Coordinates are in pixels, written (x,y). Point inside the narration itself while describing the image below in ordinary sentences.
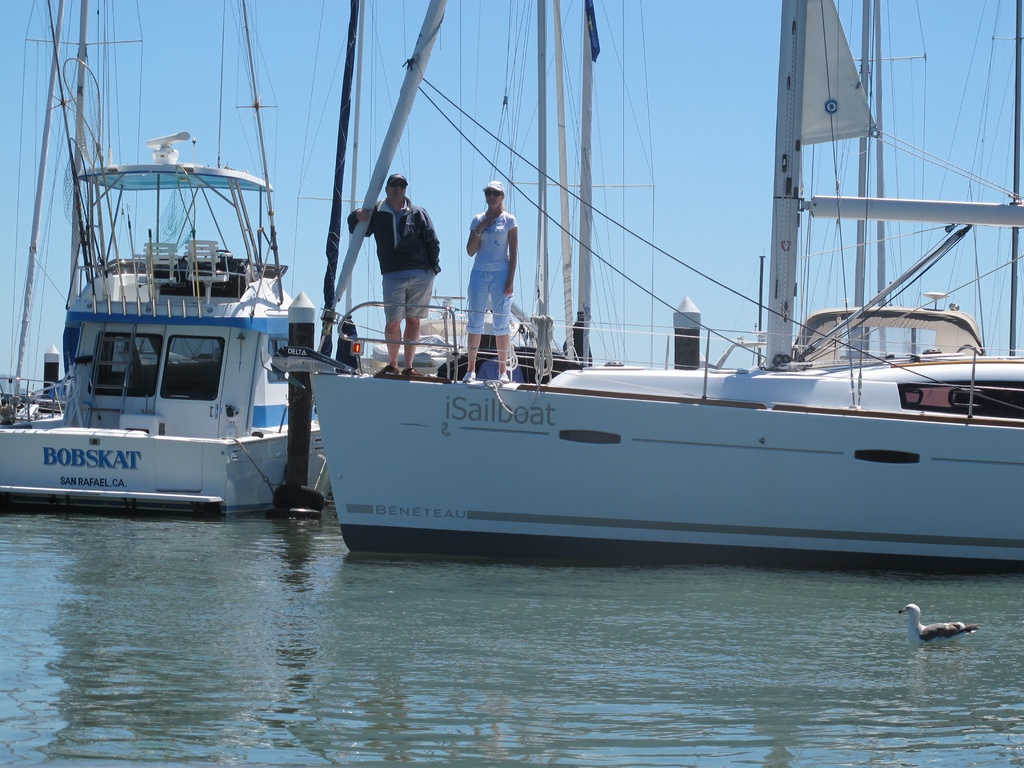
In this image, we can see people (409,347) on the boats (528,464) and are wearing caps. At the top (663,109), there is sky (628,120) and at the bottom (554,622), there is a bird (924,635) on the water (429,683).
